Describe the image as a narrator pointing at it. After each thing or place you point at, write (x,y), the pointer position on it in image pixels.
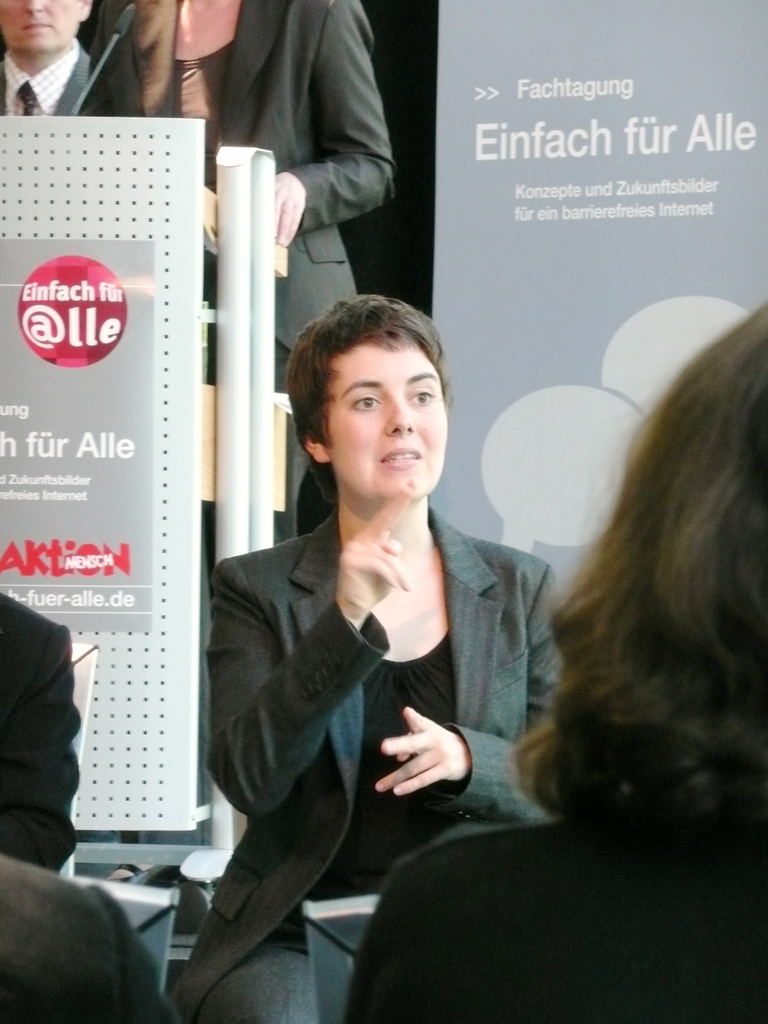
In this image there are people (443,949) sitting on chairs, in the background (453,234) there are posters (578,144), on that there is some text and there are two persons (150,75) standing.
